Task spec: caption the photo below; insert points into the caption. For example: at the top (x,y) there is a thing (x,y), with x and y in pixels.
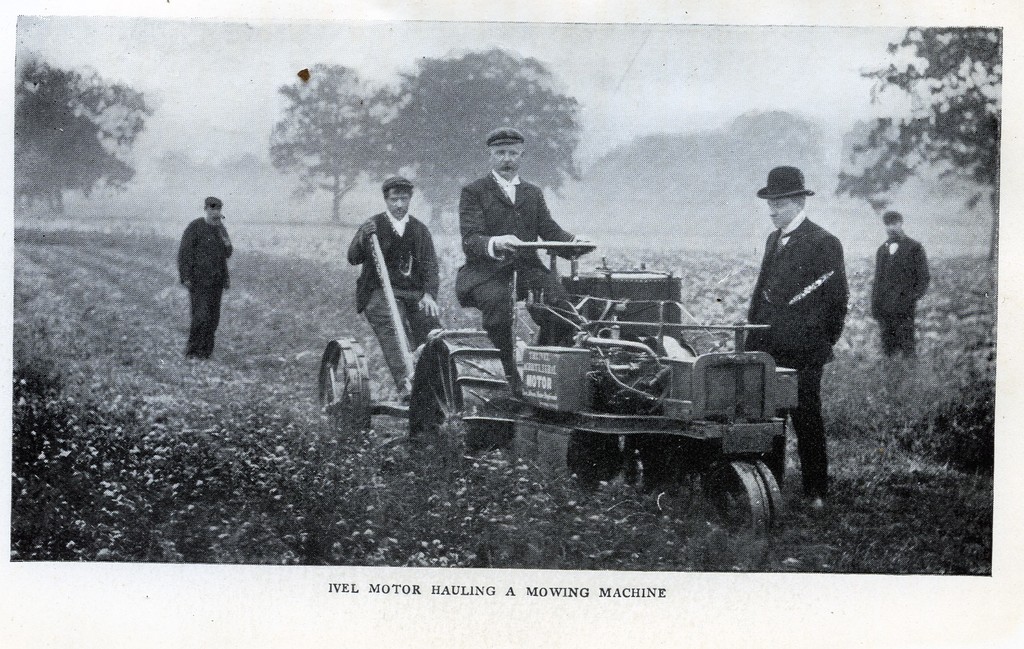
This is a black and white image, in this image in the center (634,421) there is one vehicle (607,414). In the vehicle (481,359) there are two persons (402,307) who are sitting, and at the bottom (530,460) there are some plants (926,365). In the background (618,172) there are some trees (709,151), at the bottom of the image (472,587) there is some text (350,589).
